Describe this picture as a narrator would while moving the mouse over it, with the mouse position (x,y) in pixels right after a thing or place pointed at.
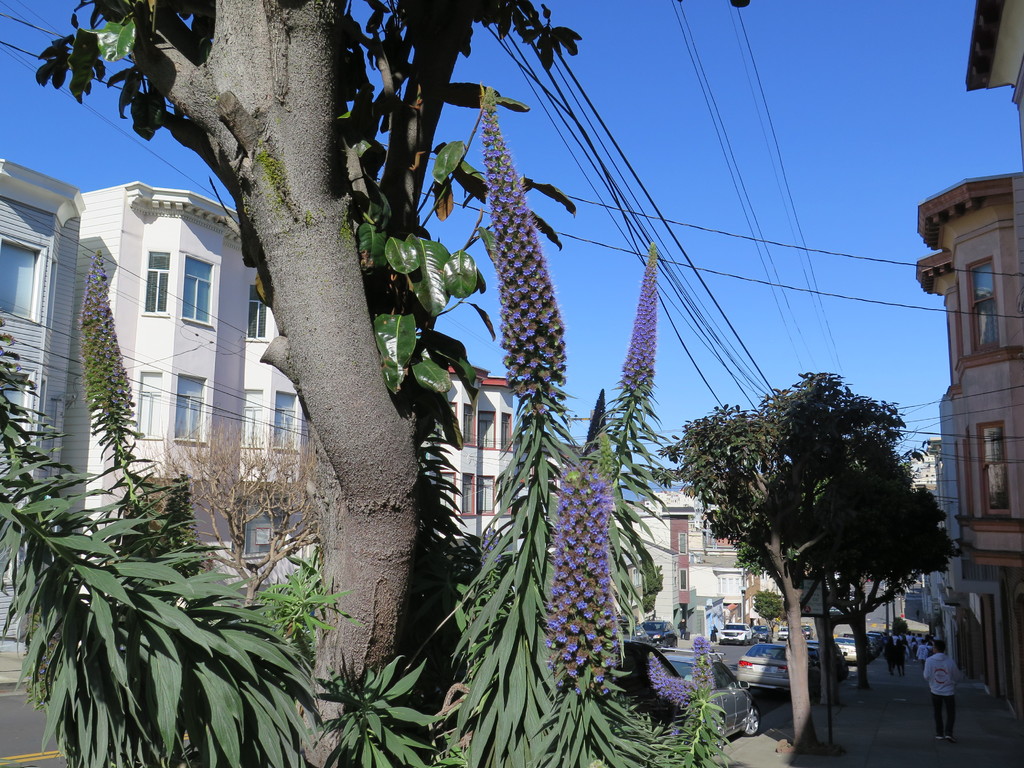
In the foreground of the image (621,583) we can see some flowers (580,563) on the plants (475,684), a group of trees (382,557). To the right side of the image (941,711) we can see some people (902,648) standing on the ground (884,712), vehicles (761,653) parked on the road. In the background (954,631), we can see buildings (692,566) with windows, cables (724,315) and the sky (755,152).
